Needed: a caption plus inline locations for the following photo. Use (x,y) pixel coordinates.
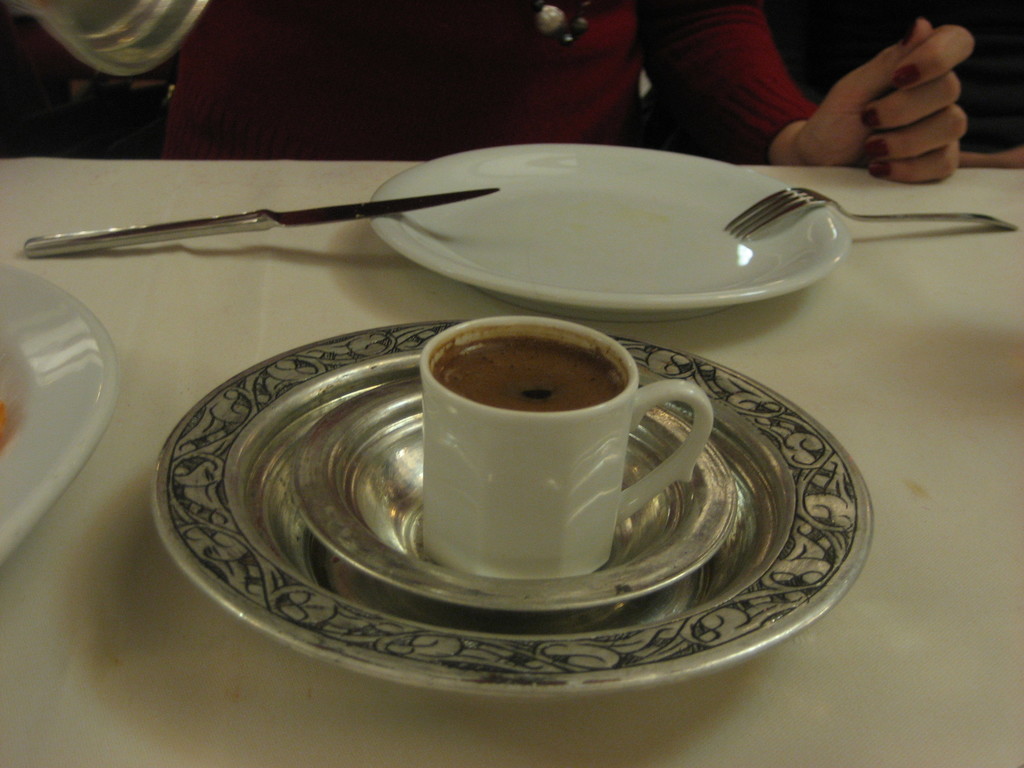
In this image we can see plate (698,214) with a knife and a fork spoon (837,213). There is a cup (506,527) with coffee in it on a plate (411,465). At the bottom of the image (926,679) there is a white color table (714,696). In the background of the image (673,120) there is a person (540,117). To the left side of the image (64,350) there is a plate (42,321).
